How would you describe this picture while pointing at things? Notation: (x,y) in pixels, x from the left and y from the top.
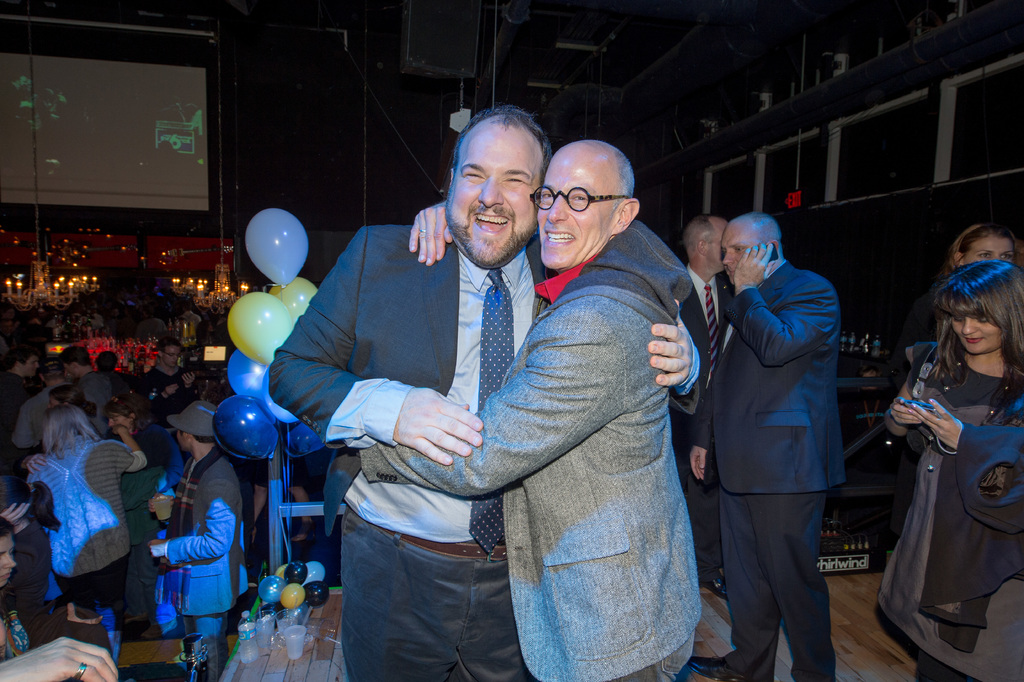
In this image in the foreground (430,393) there are two people (430,393) standing, and they are hugging each other. And in the background (117,552) there are a group of people (36,566), balloons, glasses (293,623), tables (858,359), board (107,124), lights (57,278), wall (394,184), speaker (430,34) and some objects (874,111). At the bottom (831,625) there is floor (857,597).
